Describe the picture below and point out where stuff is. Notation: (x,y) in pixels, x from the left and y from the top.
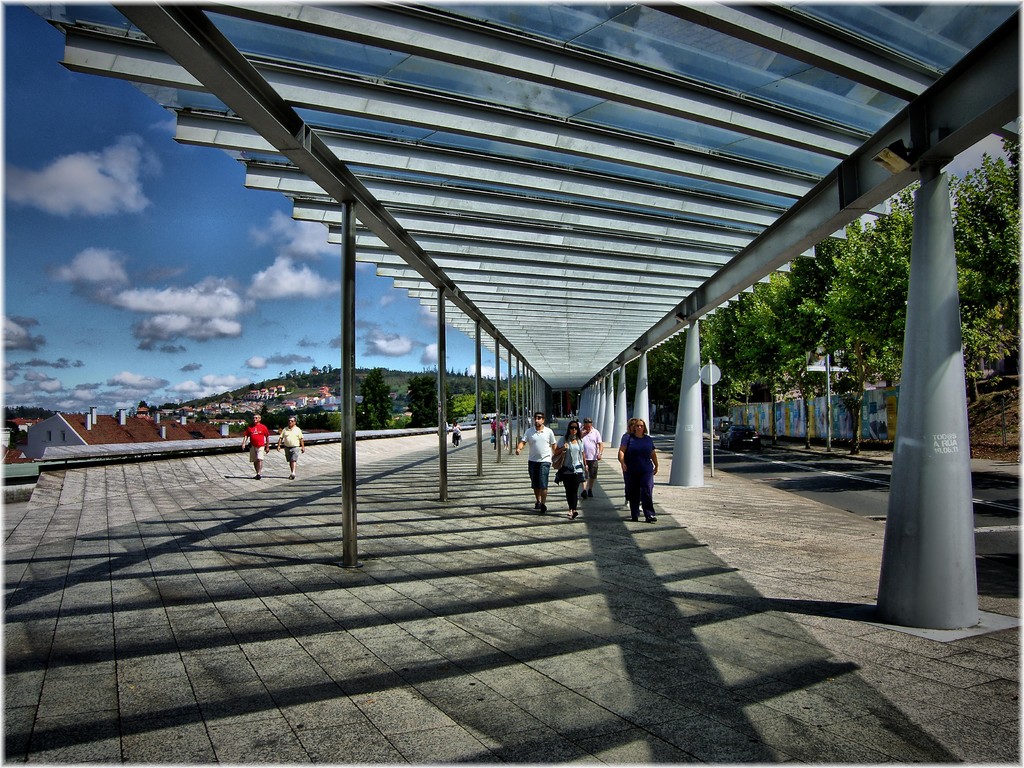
In the center of the image (632,460) we can see people (593,440) walking. On the right (753,362) there are trees (759,385). In the background (57,433) there is a hill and buildings (101,432). At the top (236,217) there is sky (236,217).
